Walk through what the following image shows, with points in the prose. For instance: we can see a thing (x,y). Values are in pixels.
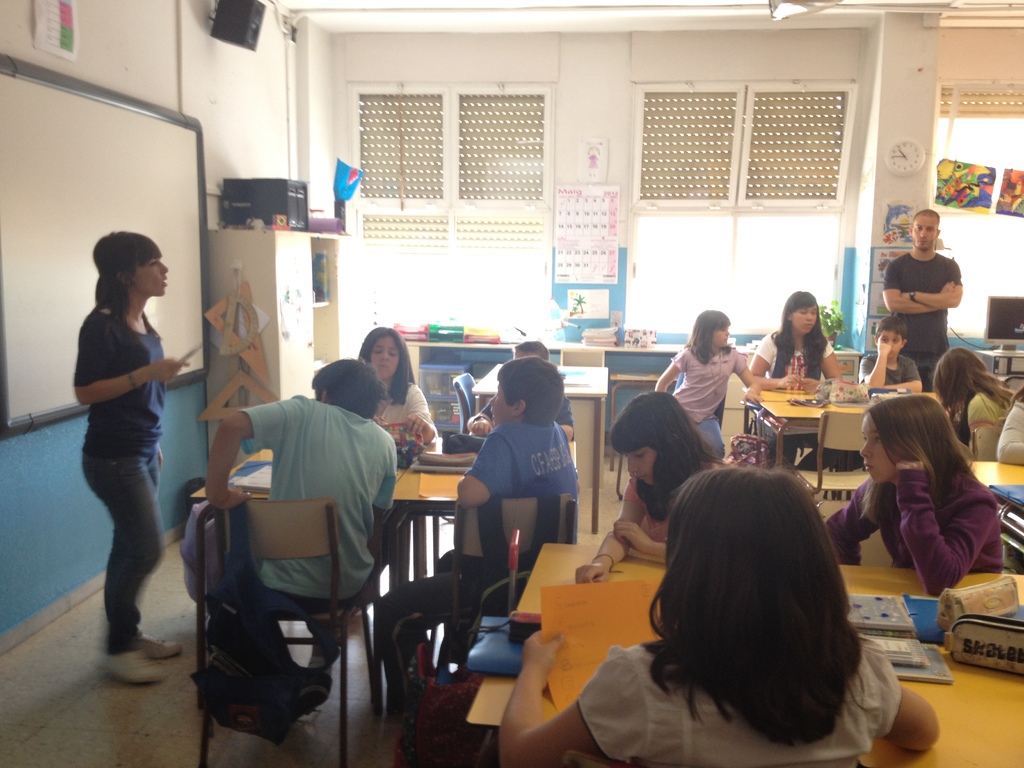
There are few people (938,571) sitting on the chairs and two people (115,373) standing. These are the tables (407,470) with pouch (969,626), books (883,609) and few other objects (443,481) placed on it. This is a poster (598,211) attached to the wall (616,128). I can see a white color board (111,214) which is attached to the wall (157,101). These are the speakers (238,23) which are black in color. I think this is a rack (316,330). I can see a wall clock (911,150) attached to the pillar (879,197). I think this is a colorful cloth (978,185) hanging. These are the windows (735,279).
